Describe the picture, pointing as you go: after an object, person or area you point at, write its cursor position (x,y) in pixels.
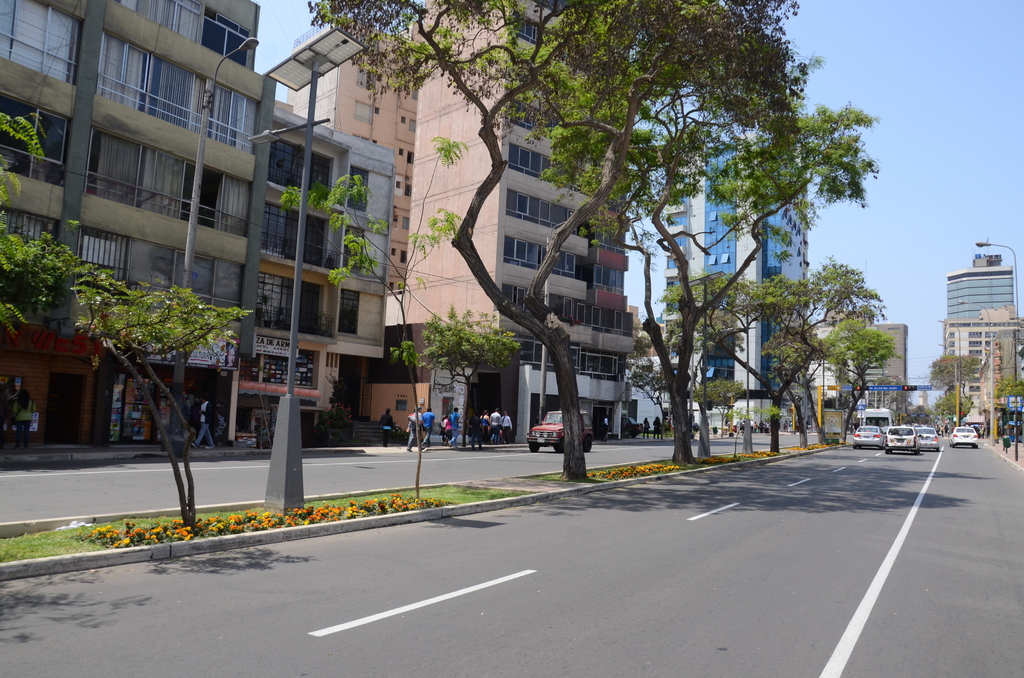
Here there are vehicles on the road (212,477) to the either side of the trees (493,50). In the background (504,438) there are buildings (385,300), poles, street lights (173,408), few persons (26,444) walking and few are standing on the road (67,492), windows (157,92), curtains (151,188), hoardings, some other items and sky (898,95).
